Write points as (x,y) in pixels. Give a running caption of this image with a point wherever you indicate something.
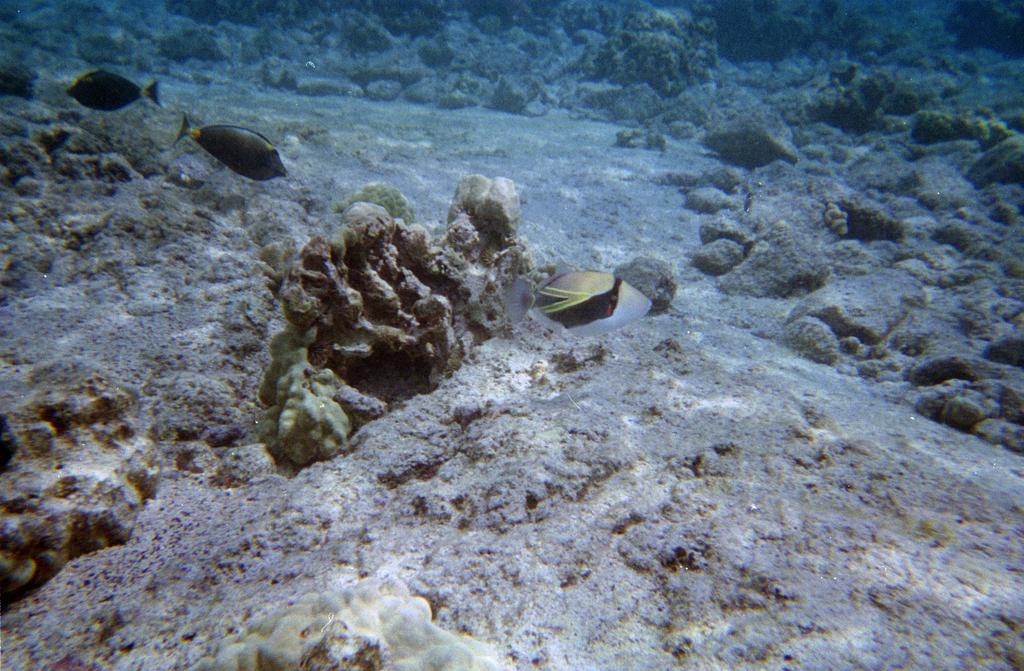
In this image I can see few fishes (640,297) in multicolor. I can see water (435,219) and few stones (688,84).
